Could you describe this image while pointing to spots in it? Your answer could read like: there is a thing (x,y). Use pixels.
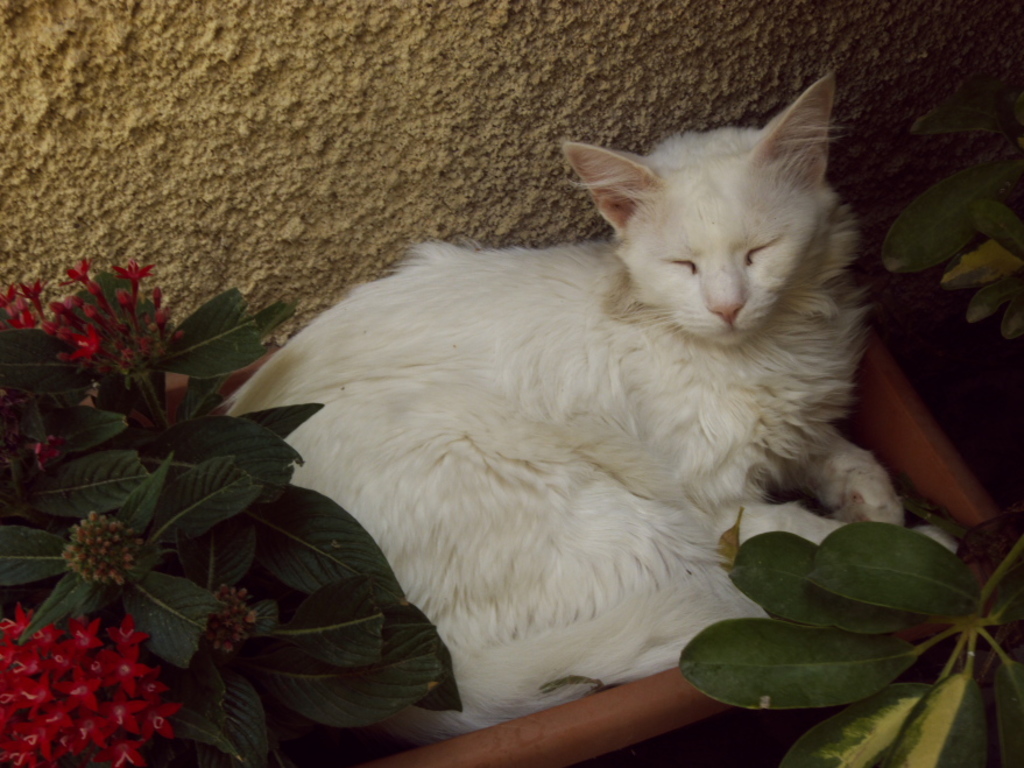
Here in this picture we can see a white colored cat (505,492) present over a place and beside that we can see plants (276,541) present all over there.
